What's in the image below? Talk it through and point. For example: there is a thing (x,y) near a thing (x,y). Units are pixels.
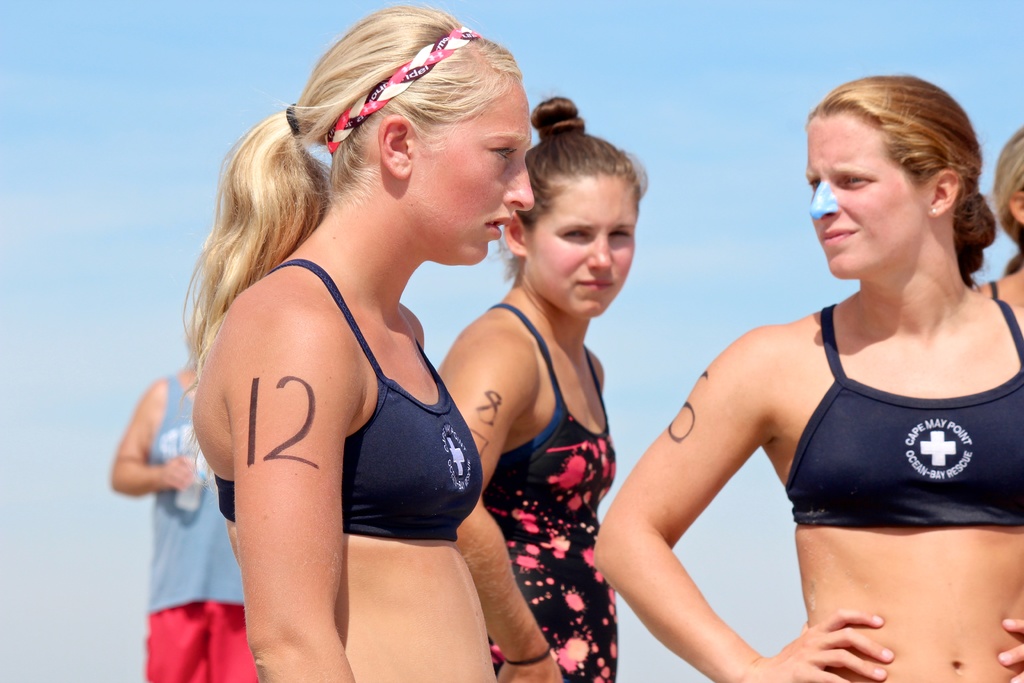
In the image there are few ladies (965,304) standing. On their hands (237,444) there are numbers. Behind them there is sky (43,293).
